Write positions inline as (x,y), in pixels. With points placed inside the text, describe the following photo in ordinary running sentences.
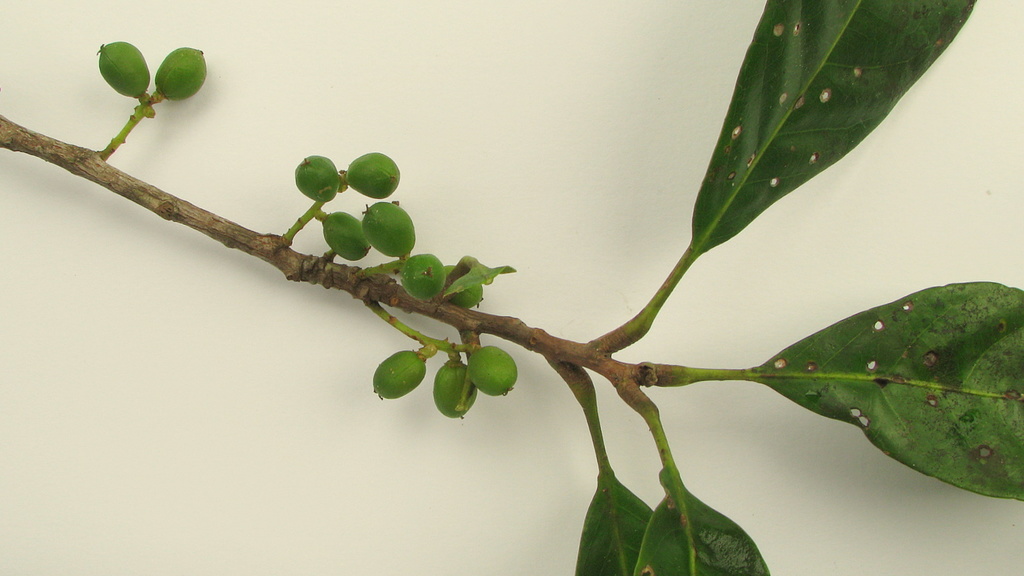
In this image I can see the plant (596,413) in green color. In the background (534,114) I can see the wall (534,114) in cream color.
